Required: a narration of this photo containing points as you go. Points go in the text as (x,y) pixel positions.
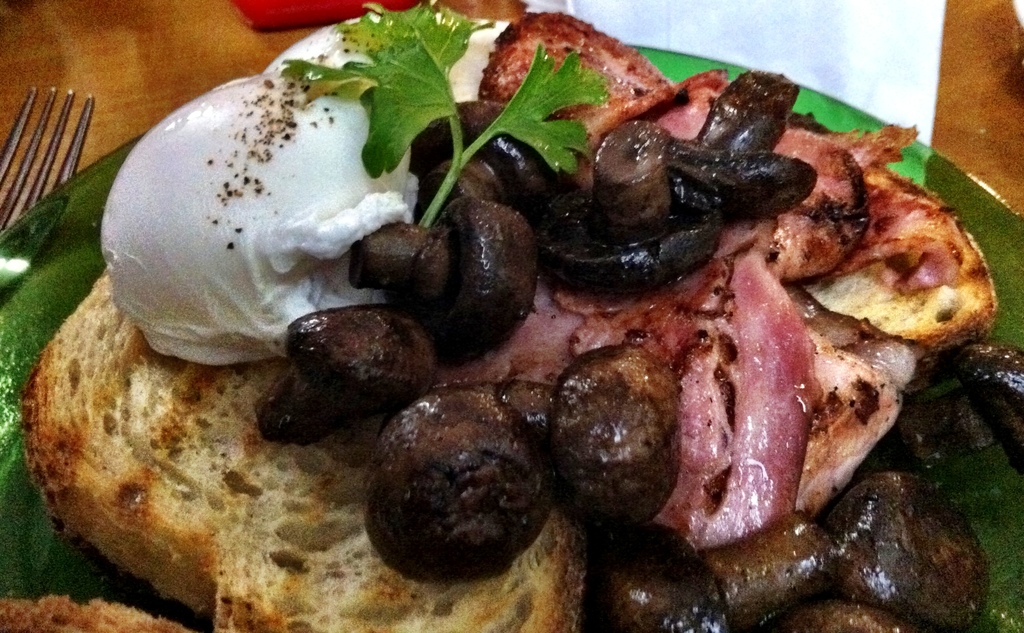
In this image we can see a plate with some food (586,347) and a poached egg (329,178), also we can see a fork (77,149) and some other objects (248,18) on the table (193,36).
